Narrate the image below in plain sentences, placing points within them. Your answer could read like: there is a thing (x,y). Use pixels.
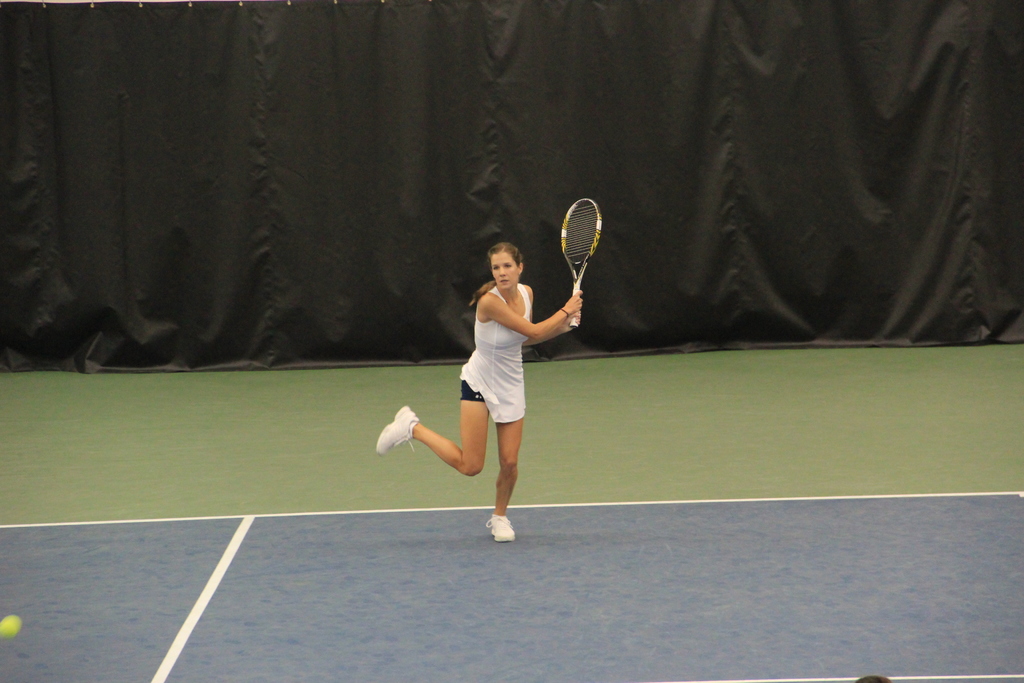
This image is clicked in a tennis court (345,565). There is a woman (472,384) playing tennis. She is wearing white dress (511,407) and white shoes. In the background (173,153), there is a black cloth (676,126).
